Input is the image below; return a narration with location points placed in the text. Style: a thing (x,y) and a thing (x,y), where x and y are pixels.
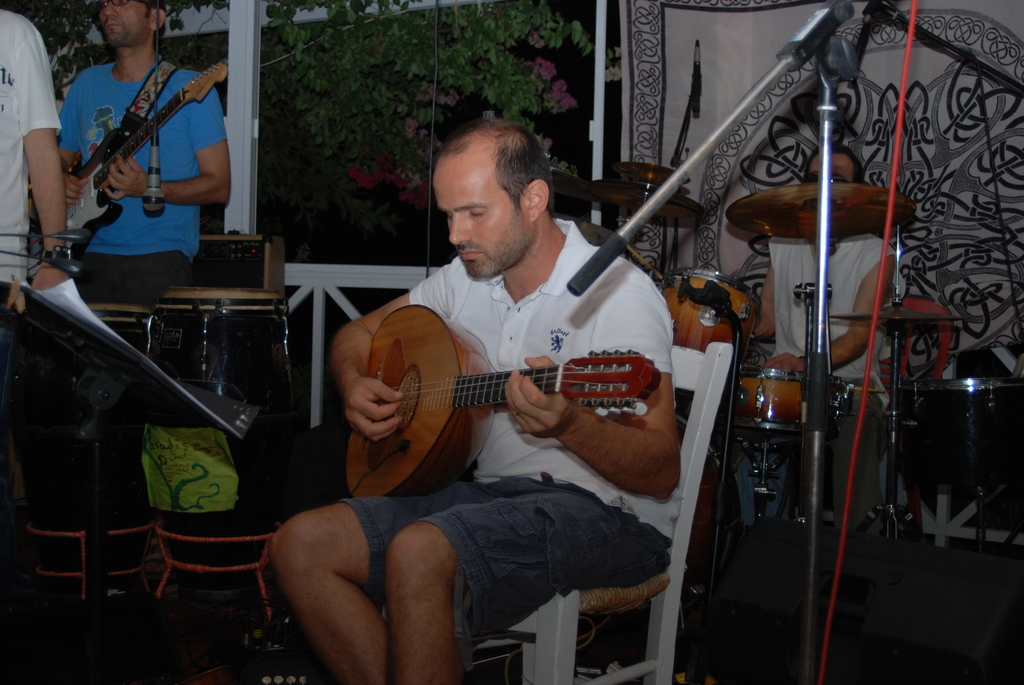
The image looks like it is clicked in a balcony (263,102). There are four persons (321,571) in this image. In the front (515,517), there is a man (522,334) sitting in a chair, and playing guitar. In the background (778,266) there is a man (785,282) sitting and playing drums (781,385). To the left (114,168), the man (93,116) wearing blue t-shirt (125,215) is playing guitar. In the background (430,53) there is tree (426,69), window (240,8) and railing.
